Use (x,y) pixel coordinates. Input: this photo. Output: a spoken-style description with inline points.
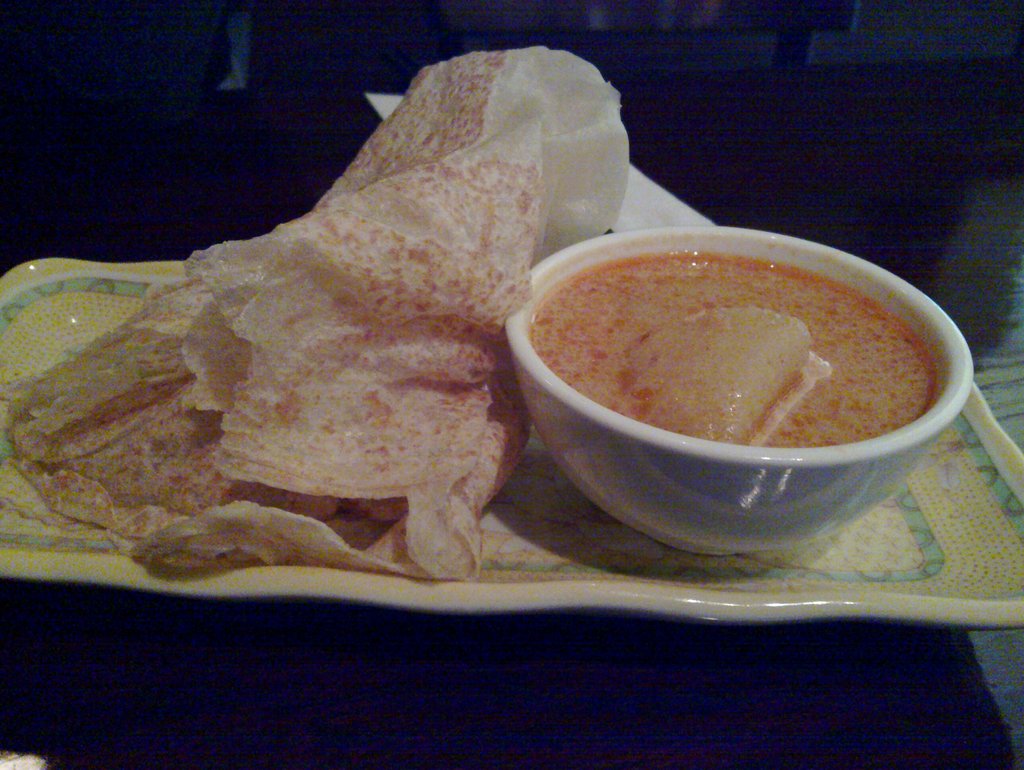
In this picture we can see a plate (913,493) which contains food (340,551) and a bowl (780,490) which contains food (829,297) are placed on the surface (791,147). In the background (730,157) the image is dark.
